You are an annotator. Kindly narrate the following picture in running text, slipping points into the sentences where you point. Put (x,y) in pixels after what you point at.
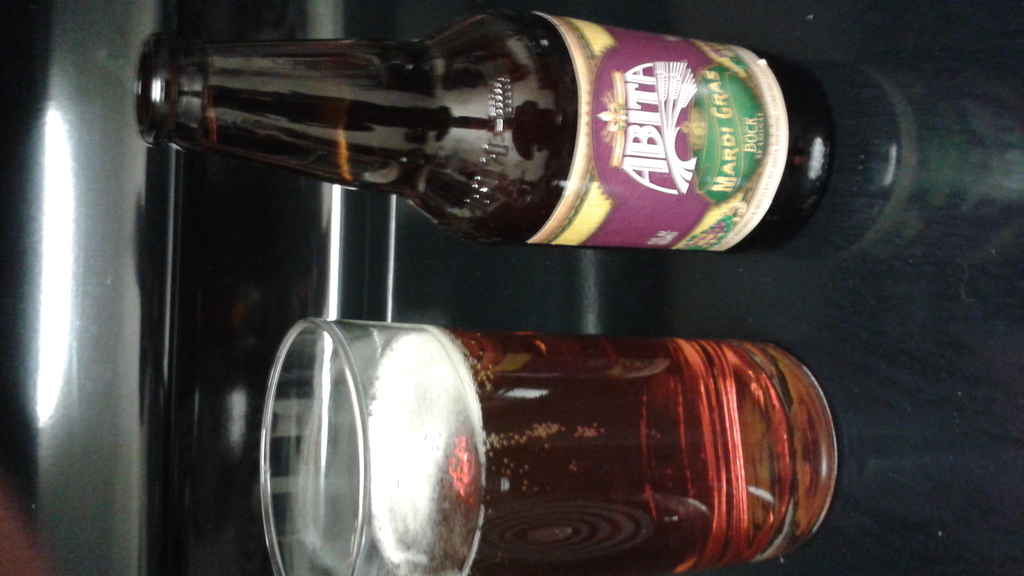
in this picture we can see a beer bottle (348,171) on the table (737,298), and a beer glass (549,469) on it.
